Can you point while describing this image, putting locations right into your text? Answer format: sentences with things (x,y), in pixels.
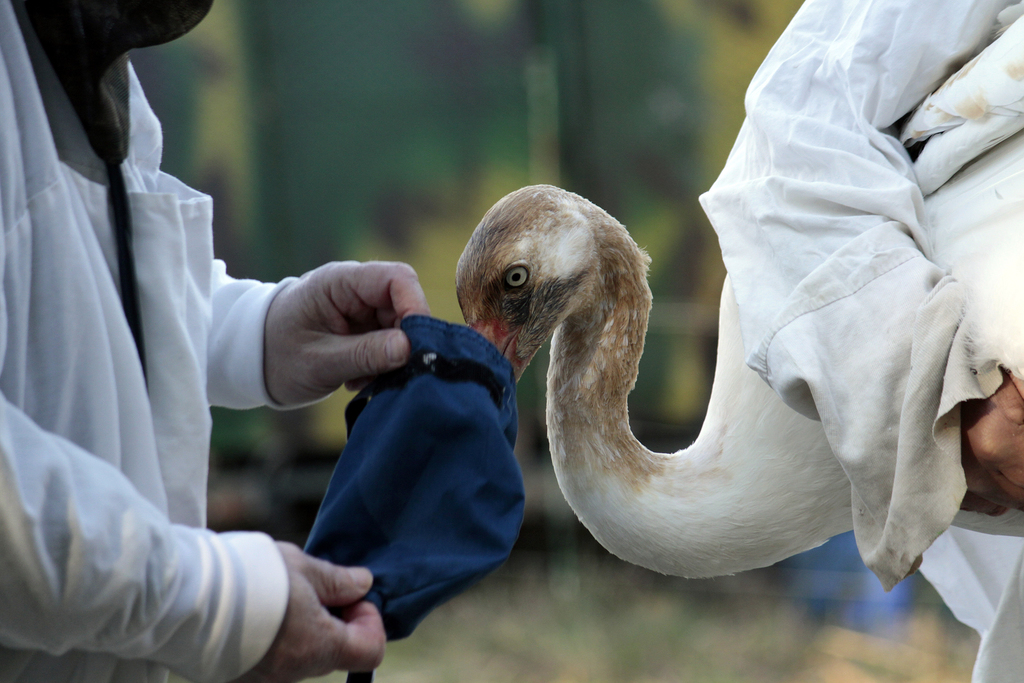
In this picture there is a man (1,589) standing and holding a bag (348,496). On the right side of the image (893,337) we can see a person (949,484) holding a bird (619,342). In the background of the image (567,55) it is blurry.
